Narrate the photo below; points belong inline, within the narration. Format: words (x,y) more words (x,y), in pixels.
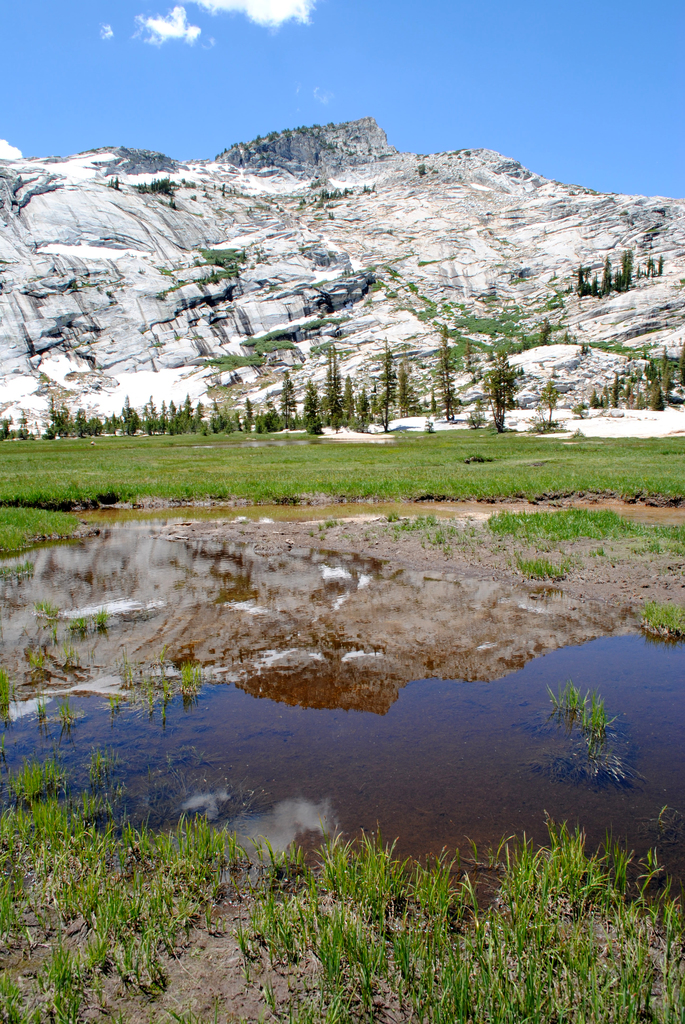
This image is taken outdoors. At the top of the image (268,52) there is a sky (263,49) with clouds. At the bottom of the image (189,950) there is a ground (178,943) with grass (127,977) on it. In the middle of the image (266,618) there is a pond (371,745) with water (453,706). In the background (373,327) there are a few hills (280,274) covered with snow (298,181) and there are a few trees (288,396) and plants (647,349) on the ground (508,459).
